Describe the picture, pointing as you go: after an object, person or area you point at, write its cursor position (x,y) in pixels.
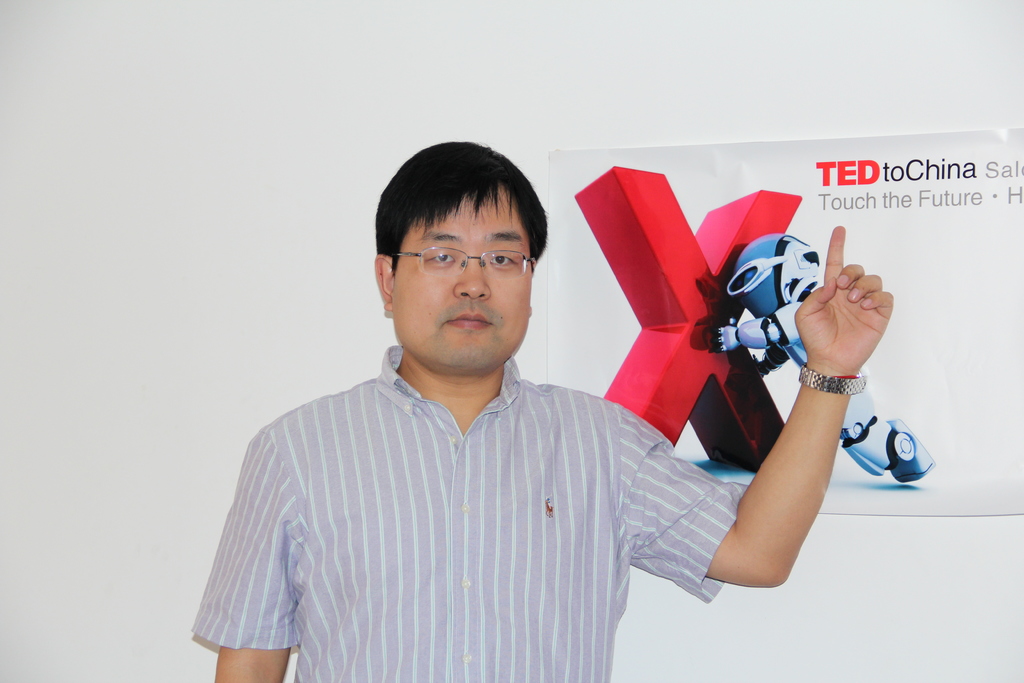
In this picture we can see a person (442,527) and in the background (1018,506) we can see a poster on the wall (840,524).
